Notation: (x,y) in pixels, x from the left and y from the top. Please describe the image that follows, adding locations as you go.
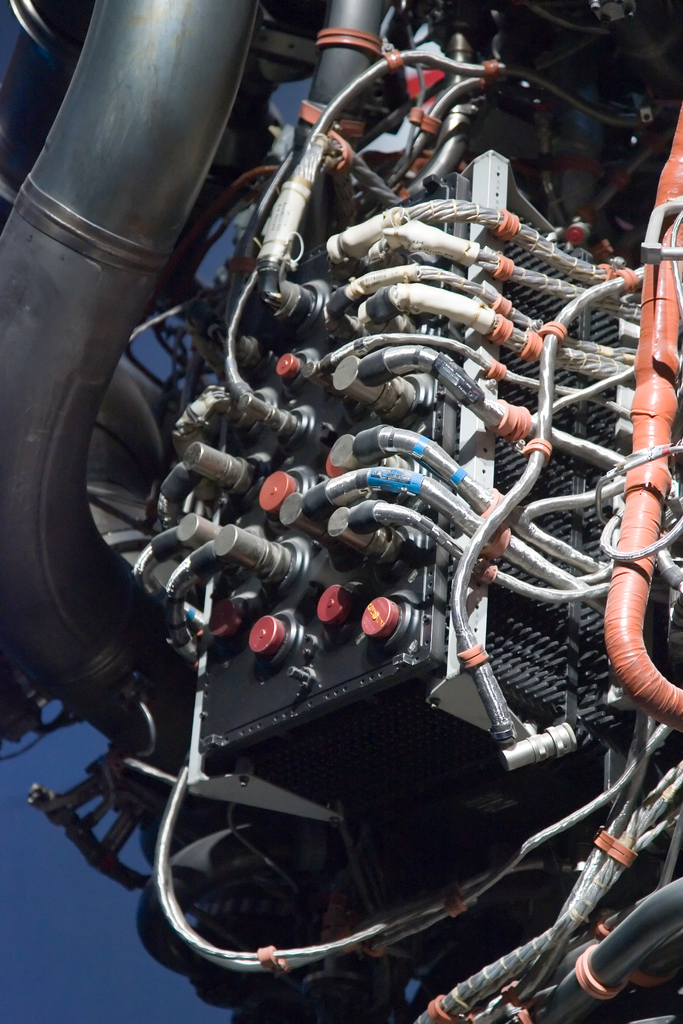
In this image, I can see the engine (237,674) of a vehicle (343,412).
